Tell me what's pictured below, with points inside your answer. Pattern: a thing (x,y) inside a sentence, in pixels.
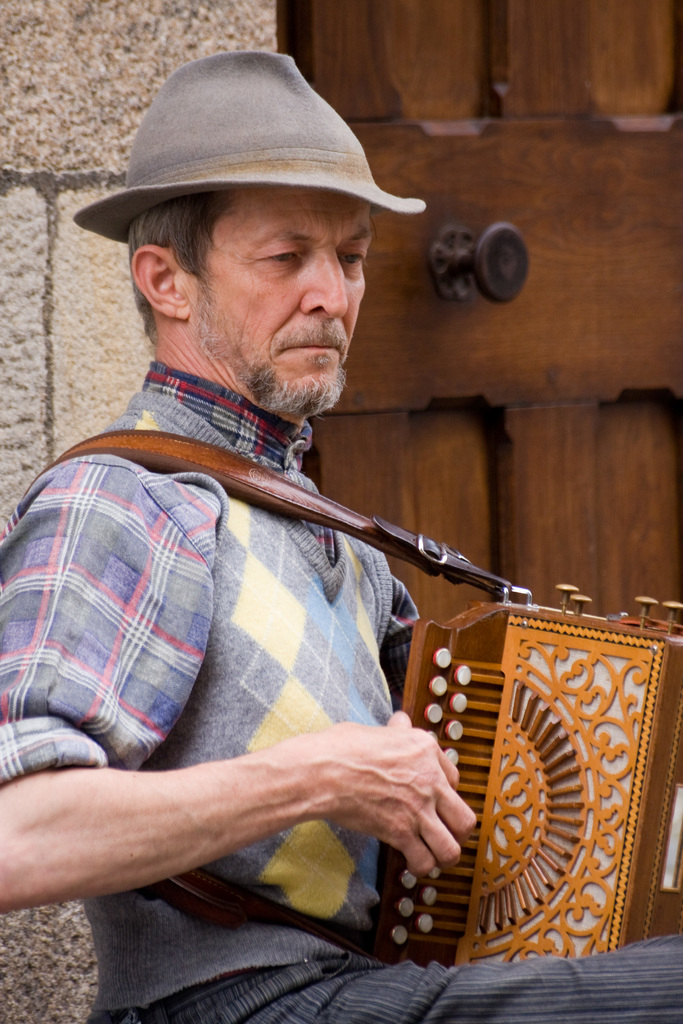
In this image I can see one man (264,398) is sitting and I can see he is holding a musical instrument (497,641). I can also see he is wearing a hat (108,225) and in the background (375,411) I can see a brown colour door (487,289).
